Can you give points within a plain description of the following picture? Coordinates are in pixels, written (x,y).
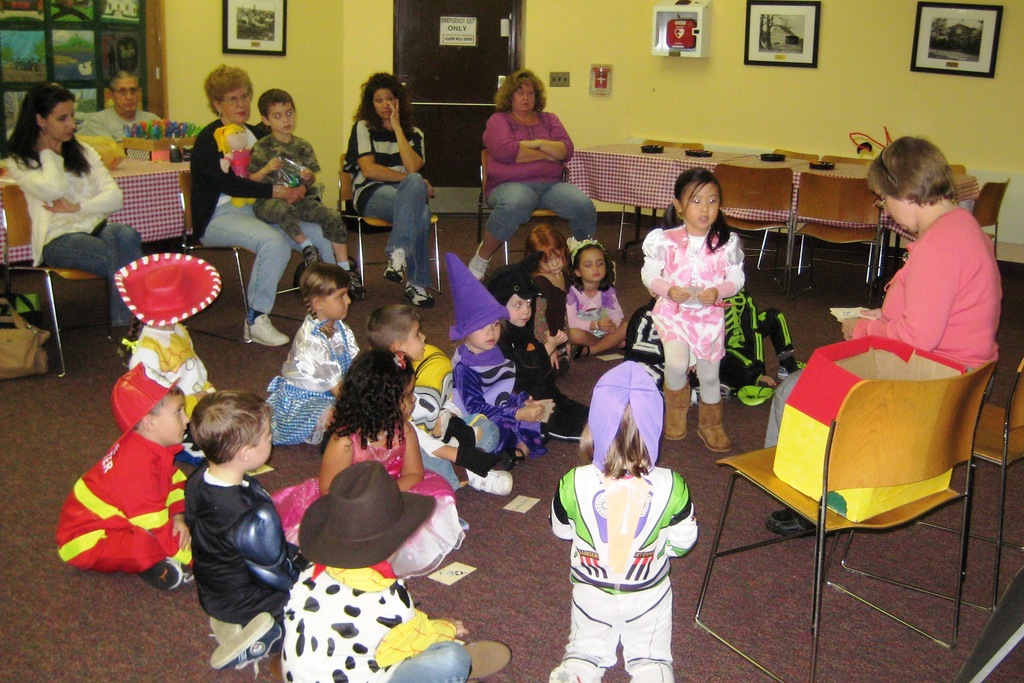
A group of people (196,157) are in a room (156,205). This people (100,241) are sitting on a chair (481,179), this people (163,467) are sitting on a floor (839,298). This girl (678,322) is standing. The woman (919,331) sitting on a chair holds a paper (845,311). On wall (803,86) there are different type of pictures (260,33). A door (429,60). In-front of this man (125,125) there is a table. Beside this woman (53,195) there is a bag (28,322). This 2 kids (161,324) wore cap (465,327) and hat (198,287). Beside this woman (929,298) there is a box (827,407).
